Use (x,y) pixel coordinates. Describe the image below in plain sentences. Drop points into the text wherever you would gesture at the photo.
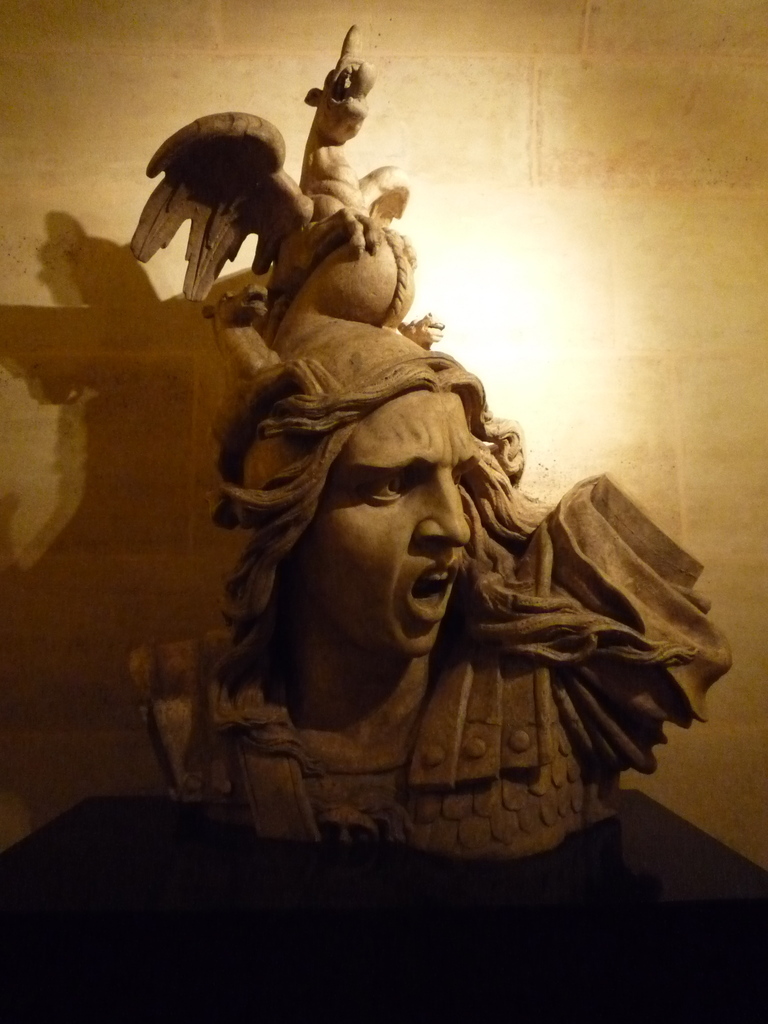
In this image there is a statue (298,717).
